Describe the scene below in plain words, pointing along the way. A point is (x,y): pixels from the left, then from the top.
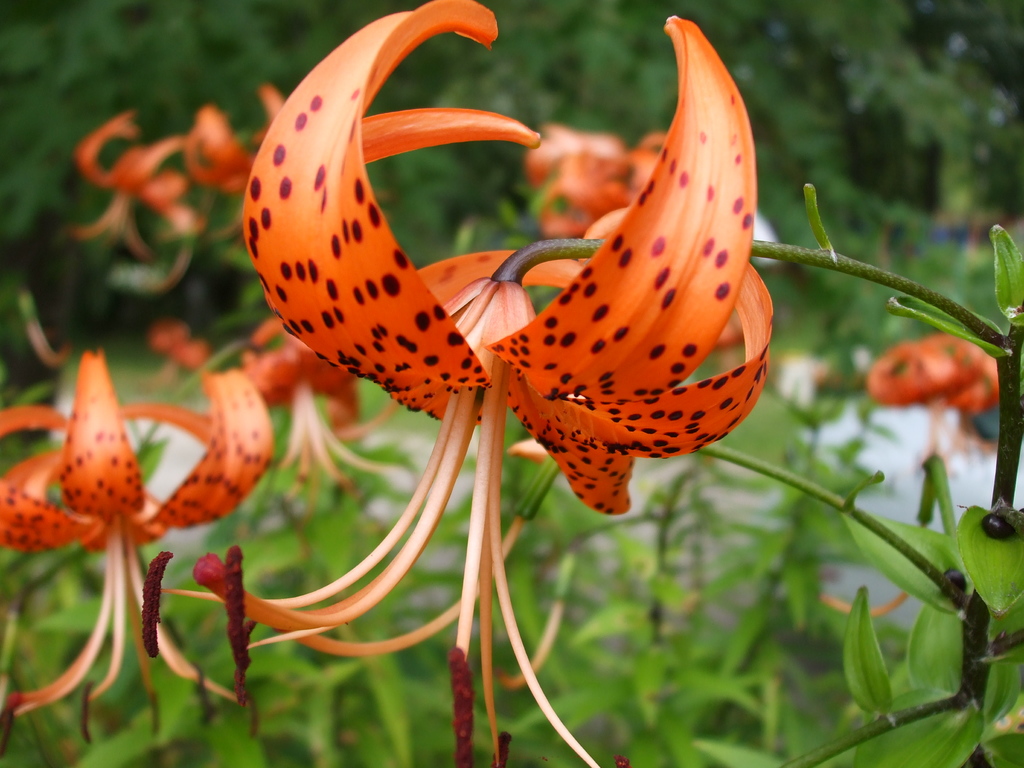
In this picture we can see there are flowers (324,299) and leaves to the stems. Behind the flowers (349,326) there are trees (908,88).
